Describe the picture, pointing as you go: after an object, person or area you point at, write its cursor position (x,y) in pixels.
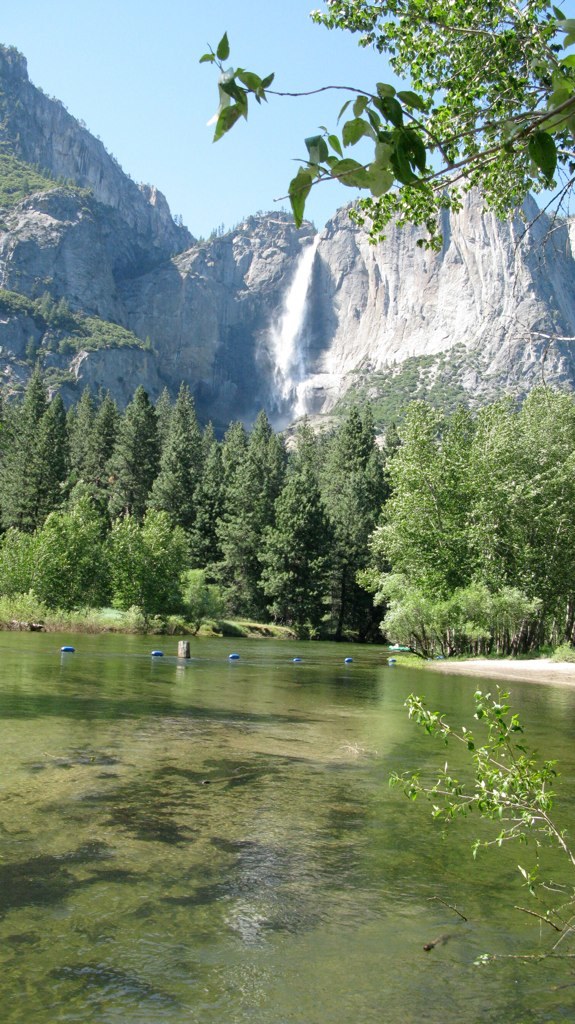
In the foreground of the picture (471,1) we can see the stems (464,69) of trees (477,802) and a water body (193,797). In the middle of the picture (308,560) there are trees (152,432), mountains (229,290) and the water body (282,300). In the background (157,69) at the top (245,87) there is sky (342,142).
